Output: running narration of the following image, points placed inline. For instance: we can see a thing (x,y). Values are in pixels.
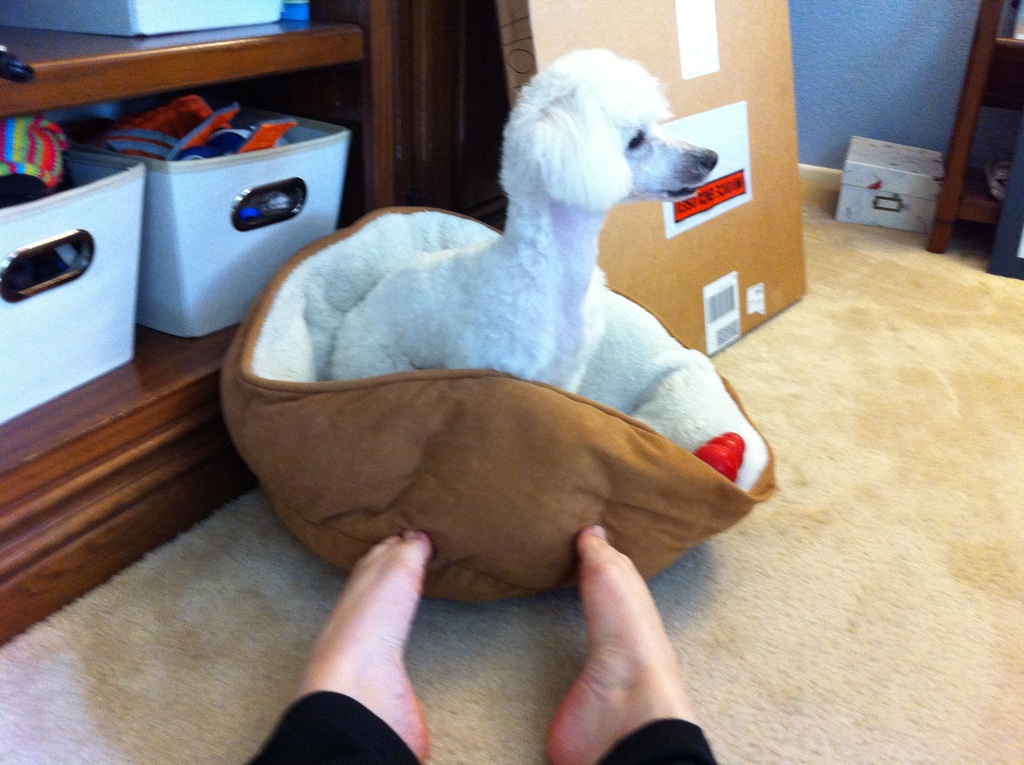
In this picture it looks like a dog (512,236) in a dog bed (320,278) kept on the carpet floor (455,605). In the background (196,11), we see baskets (70,309) with things (48,180) inside them.
